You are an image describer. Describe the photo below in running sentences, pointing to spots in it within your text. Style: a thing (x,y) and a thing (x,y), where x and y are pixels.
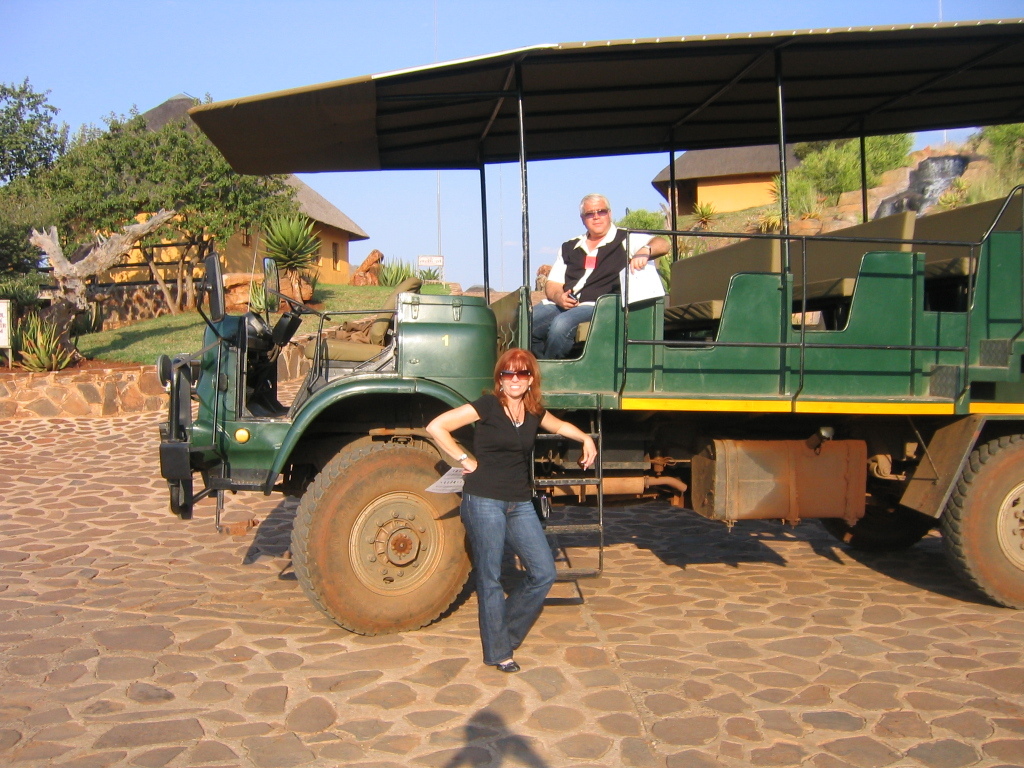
In this image we can see a woman (484,502) standing on the floor (344,654) and a man (599,289) sitting on the seat (638,319) of a motor vehicle (882,306). In the background (357,271) there are thatched sheds (733,164), stones (135,288), plants (49,366), shrubs (62,358), trees (255,220) and sky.
